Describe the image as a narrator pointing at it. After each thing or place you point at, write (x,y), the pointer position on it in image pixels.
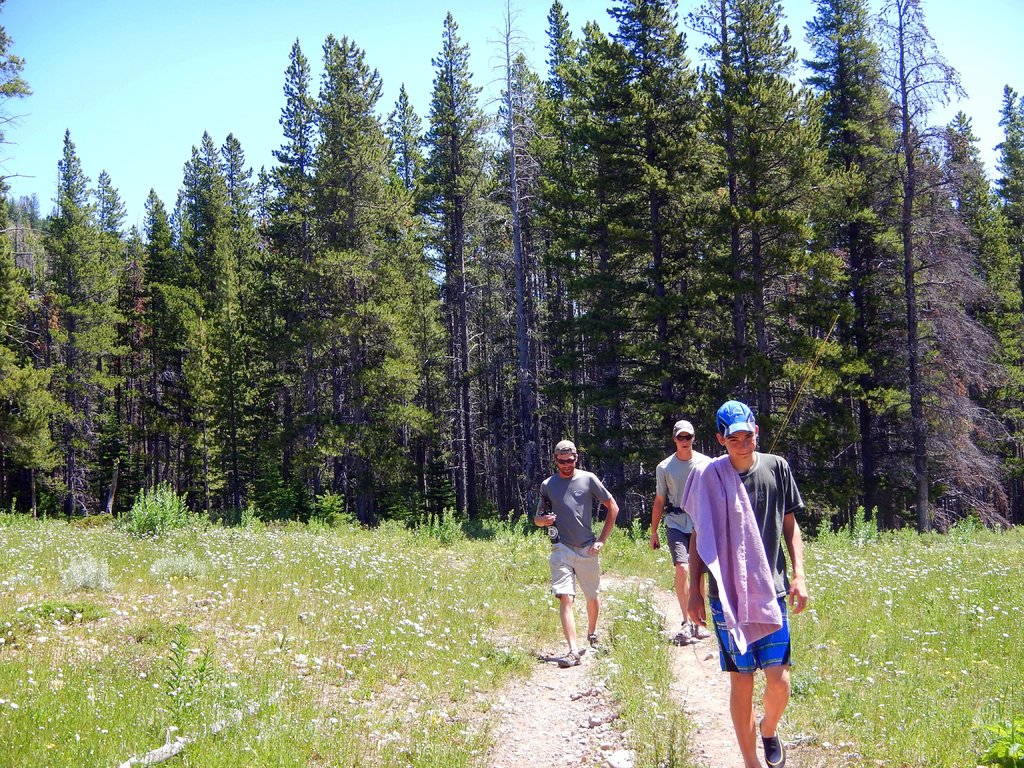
In this picture there are three men (695,570) walking on path (698,712) and we can see plants (439,635), flowers (991,564) and trees (309,341). In the background of the image (240,72) we can see the sky (246,56).
